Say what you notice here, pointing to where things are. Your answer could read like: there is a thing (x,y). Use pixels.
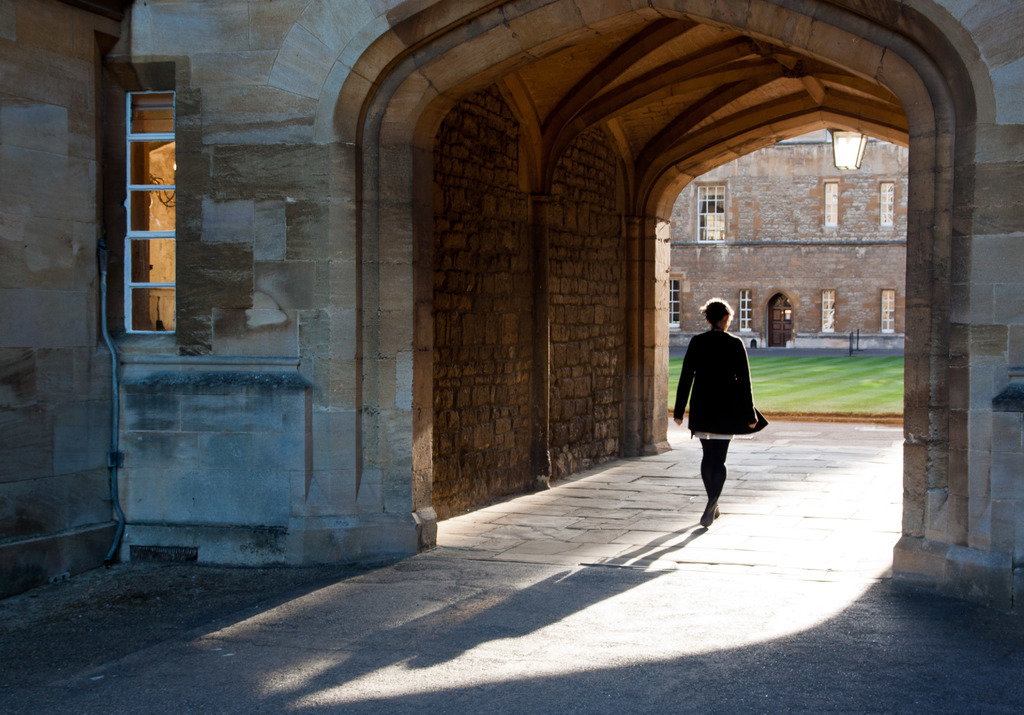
There is a person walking and we can see wall (208,437). In the background (832,237) we can see grass (843,365), building (793,219) and windows (675,283).
